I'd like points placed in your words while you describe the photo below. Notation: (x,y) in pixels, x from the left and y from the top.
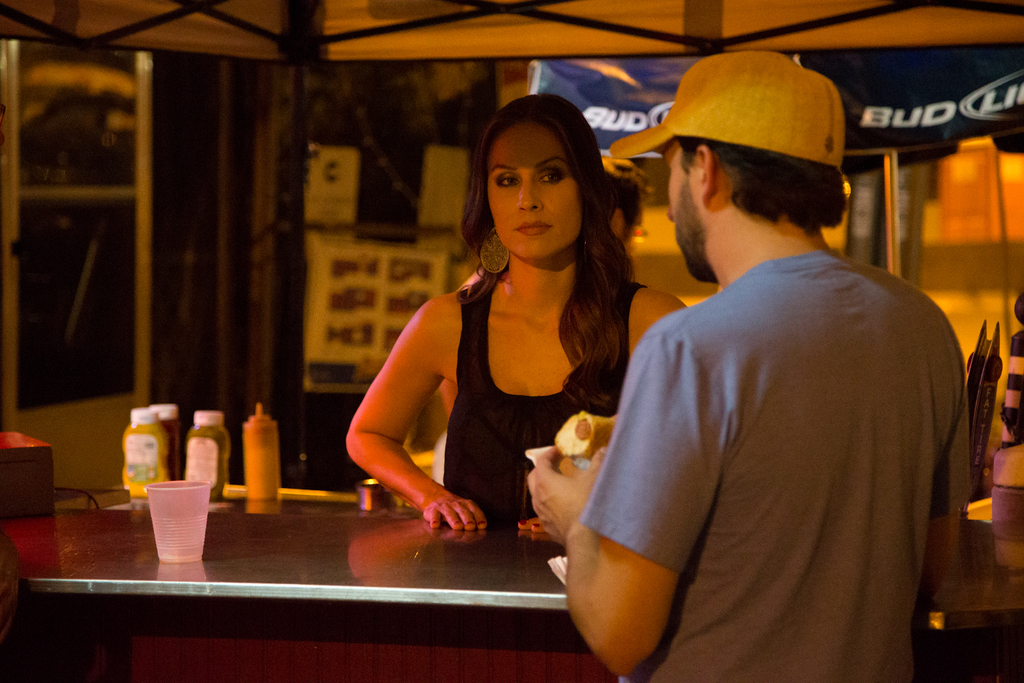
In this picture we can see a woman (543,424) and a man (728,172) standing besides the table (386,594). On the table (378,575) there are some bottles (200,462), and glass (175,516). He wear a yellow colored cap (717,72). And this is the roof (486,24).
